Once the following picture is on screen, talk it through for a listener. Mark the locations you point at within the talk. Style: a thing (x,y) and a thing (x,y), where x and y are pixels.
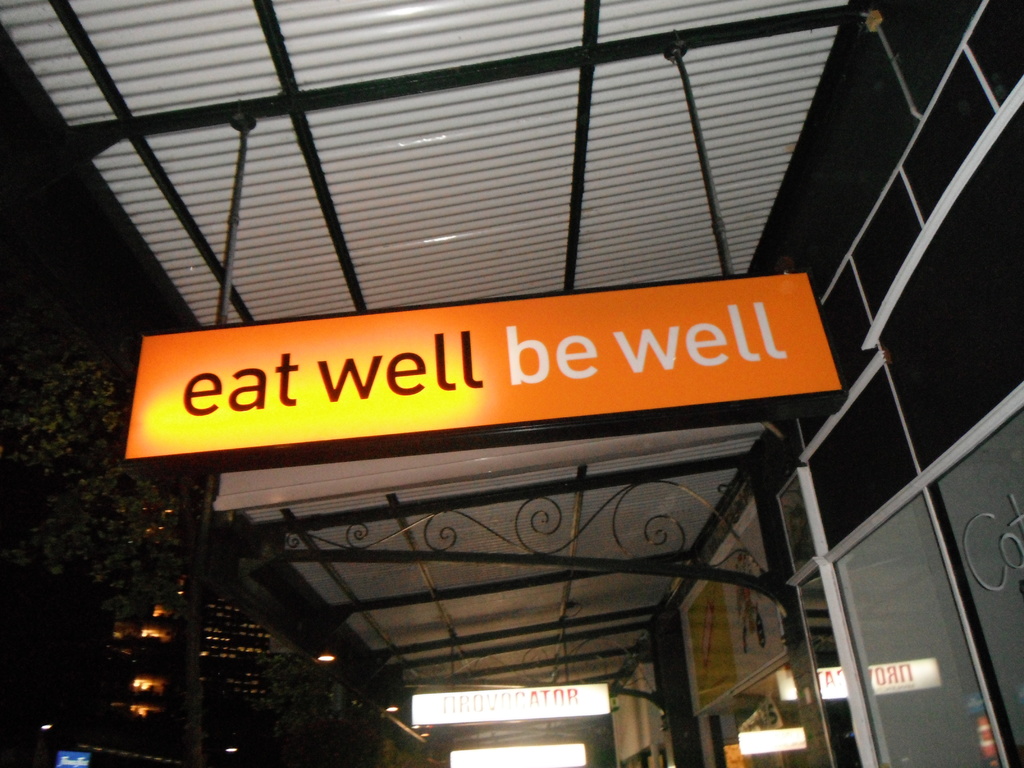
In this image I can see a board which is in orange color attached to the pole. Background (488,615) I can see roof (471,582) in gray color and I can also see few glass doors (891,579).
